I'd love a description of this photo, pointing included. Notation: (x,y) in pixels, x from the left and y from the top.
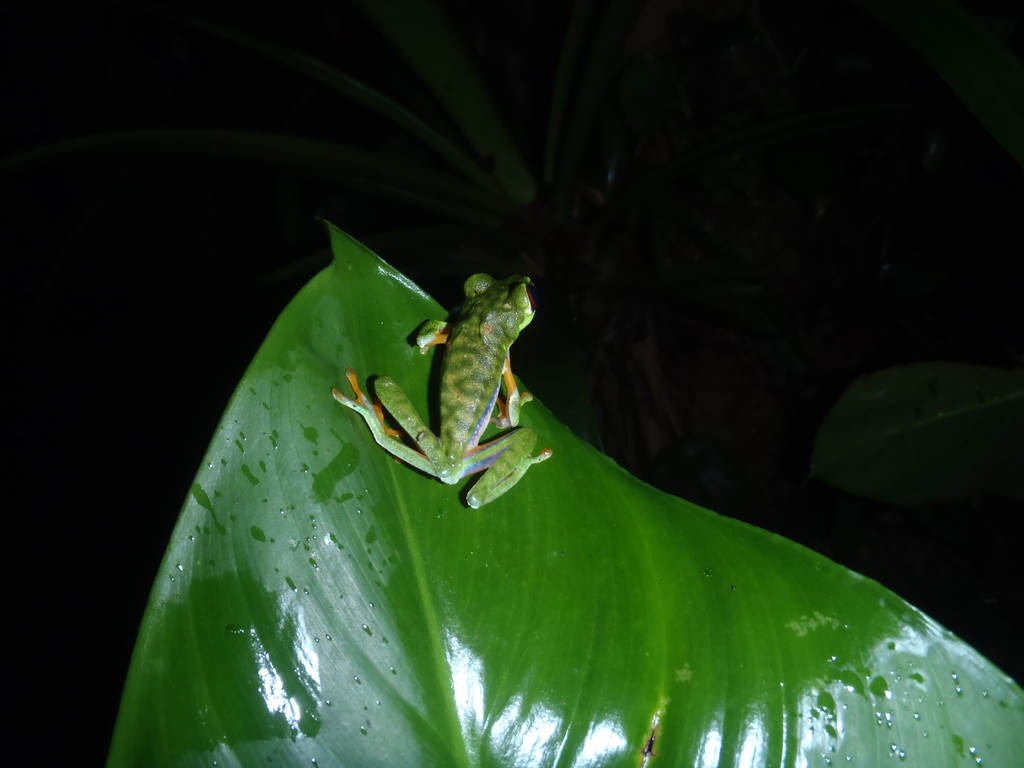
In this picture we can see green color frog (513,446) on the leaf (174,667).
